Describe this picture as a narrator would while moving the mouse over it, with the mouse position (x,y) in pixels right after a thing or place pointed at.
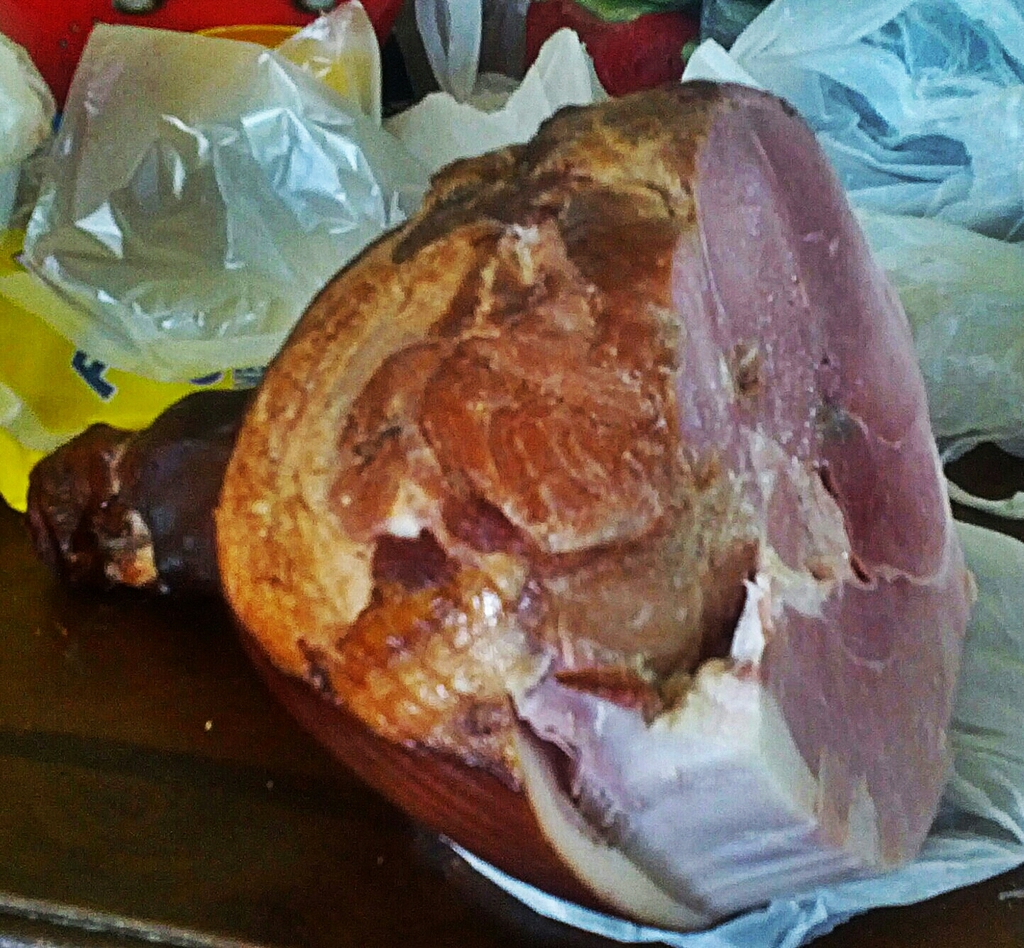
In this picture, there is a meat (647,516) in the center (541,533). In the background (214,213) there are plastic bags (781,91).
